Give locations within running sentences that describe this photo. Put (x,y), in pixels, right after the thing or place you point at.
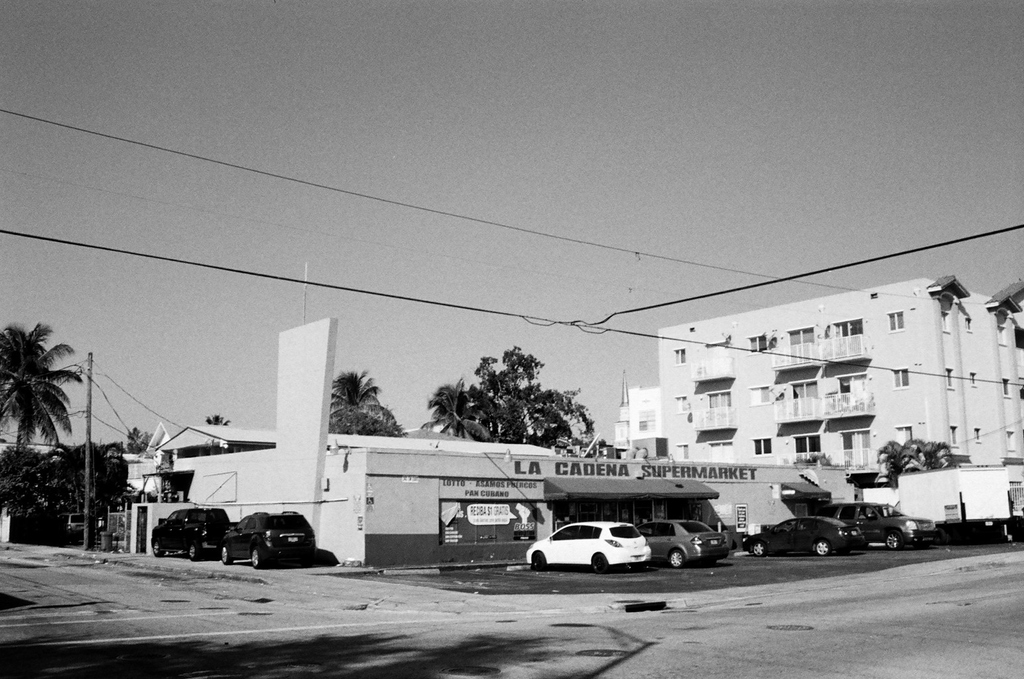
In the center of the image (622,425) there are buildings (791,435). At the bottom (288,547) there are cars (679,562). In the background (186,344) there are trees (72,510), poles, wires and sky (541,141).
